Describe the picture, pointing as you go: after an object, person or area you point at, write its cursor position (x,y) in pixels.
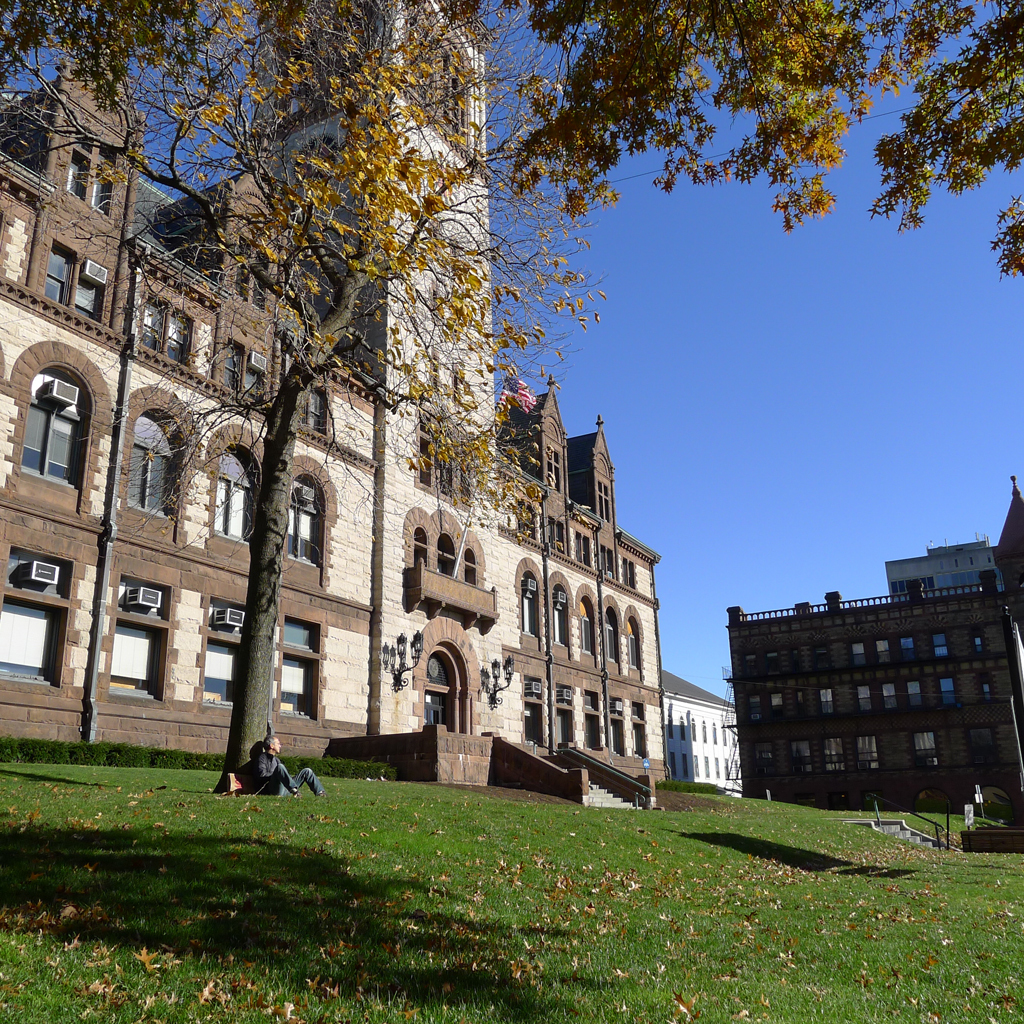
In this picture I can see a person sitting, there is grass (402,902), there are trees (213,7), lights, buildings (307,635), air conditioners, and in the background (797,344) there is sky (811,348).
